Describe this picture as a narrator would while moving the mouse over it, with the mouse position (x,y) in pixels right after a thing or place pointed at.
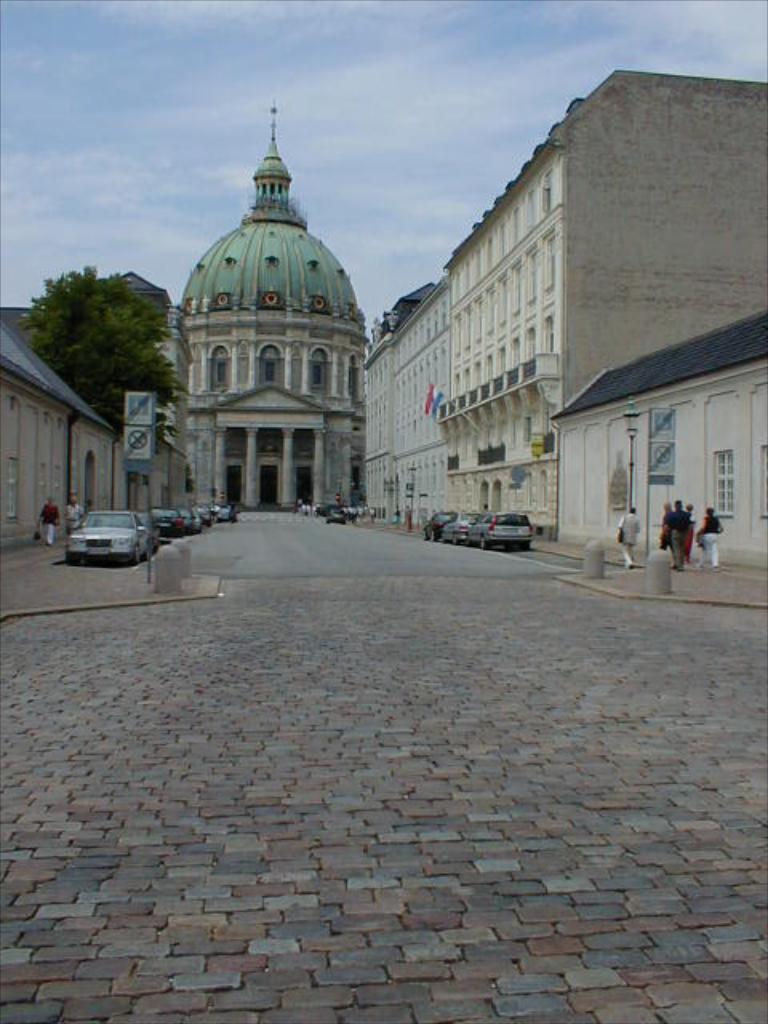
In this image I can see road (241,535), number of vehicles (106,535), few sign boards (141,455), buildings (36,405), a tree (38,350) and I can see few people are standing. In background (294,101) I can see clouds (75,232) and the sky (280,112).
